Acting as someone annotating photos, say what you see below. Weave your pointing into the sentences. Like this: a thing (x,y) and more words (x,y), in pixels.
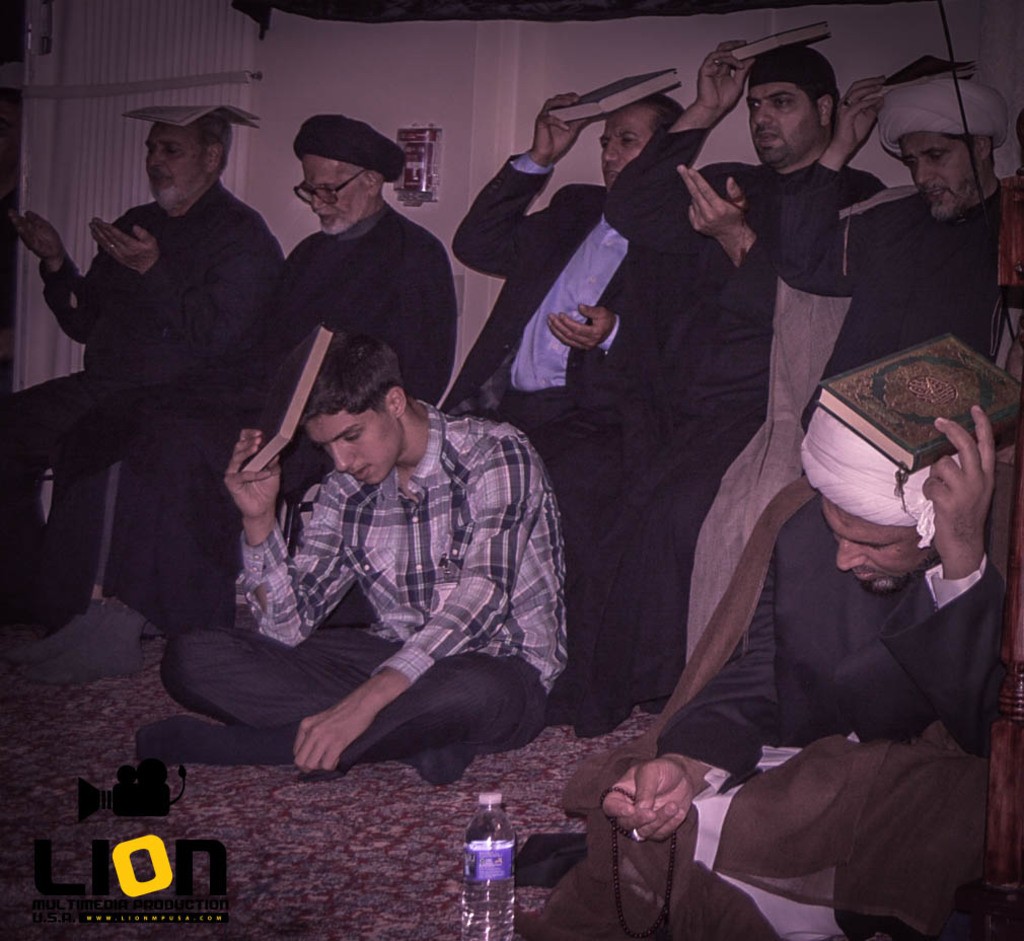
These people (609,660) are sitting and holding books (936,376) near their heads (316,386). On the floor (386,898) there is a bottle (486,852). Bottom of the image (135,797) there is a logo (135,797) of camera (123,782).
